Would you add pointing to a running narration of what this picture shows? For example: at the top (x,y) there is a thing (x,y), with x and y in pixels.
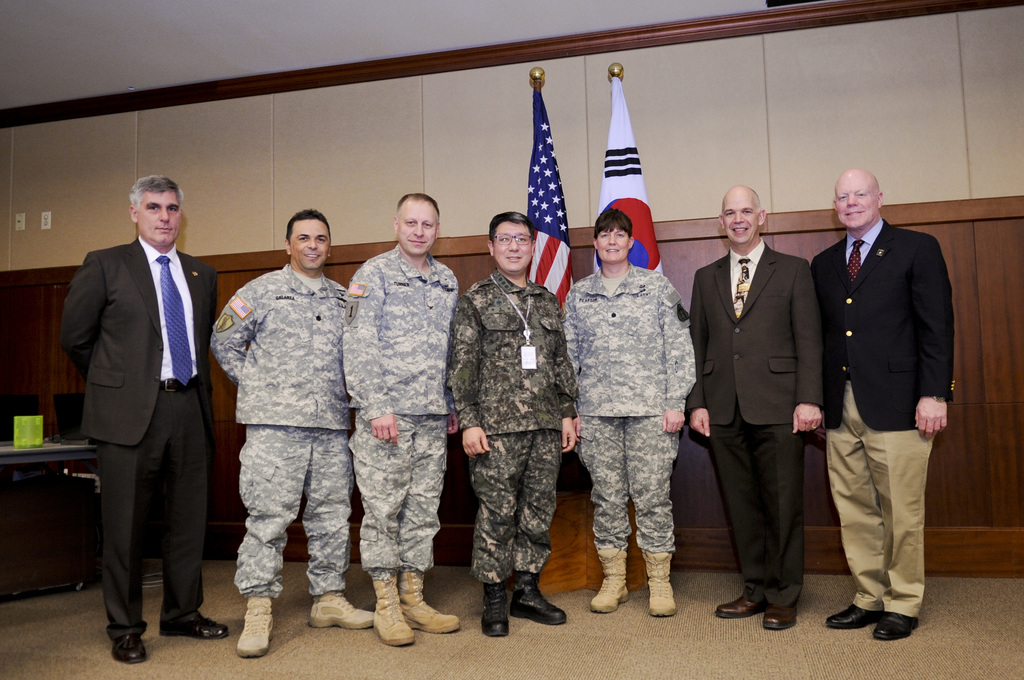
In this image we can see the people (384,384) wearing the uniforms (598,275) and standing. We can also see the men (157,209) wearing the suits (858,346) and standing and smiling. In the background (925,554) we can see the flags (634,139), wall (589,147) and also the ceiling (387,51). On the left (20,441) we can see an object (27,430) on the table (23,462). We can also see the chairs (66,403) and also the switch boards (20,220).
